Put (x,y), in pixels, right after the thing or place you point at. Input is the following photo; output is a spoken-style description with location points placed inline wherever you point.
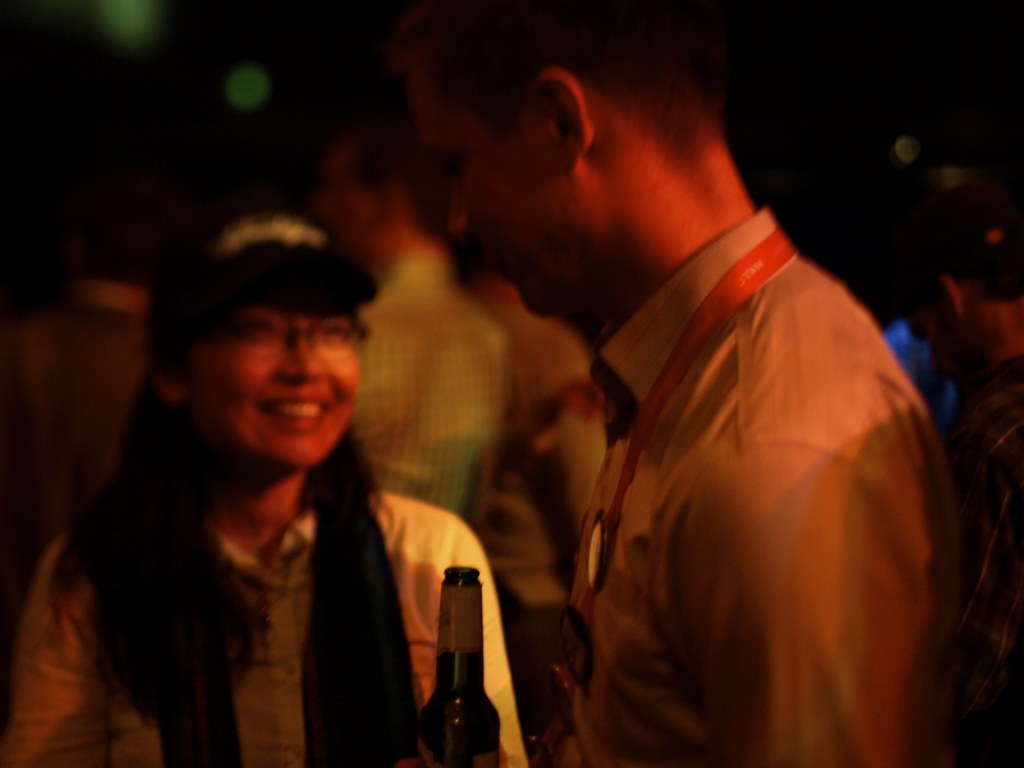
In the center (654,504) we can see two persons (778,468) were standing. The woman (344,490) she is smiling and the man (574,602) he is holding beer bottle (452,658). And back we can see few persons (450,321) were standing.
